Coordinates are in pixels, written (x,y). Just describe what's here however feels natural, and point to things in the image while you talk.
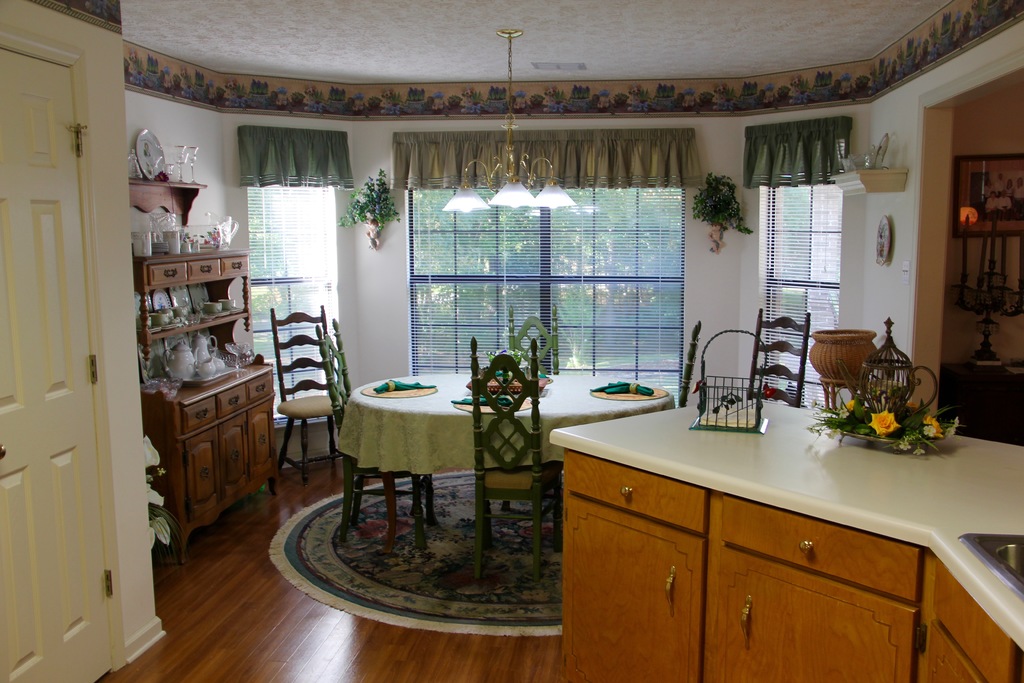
As we can see in the image there is a door (93,471), wall (373,259), window (500,218), dining table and on wall (864,210) there is a plate (882,247).
